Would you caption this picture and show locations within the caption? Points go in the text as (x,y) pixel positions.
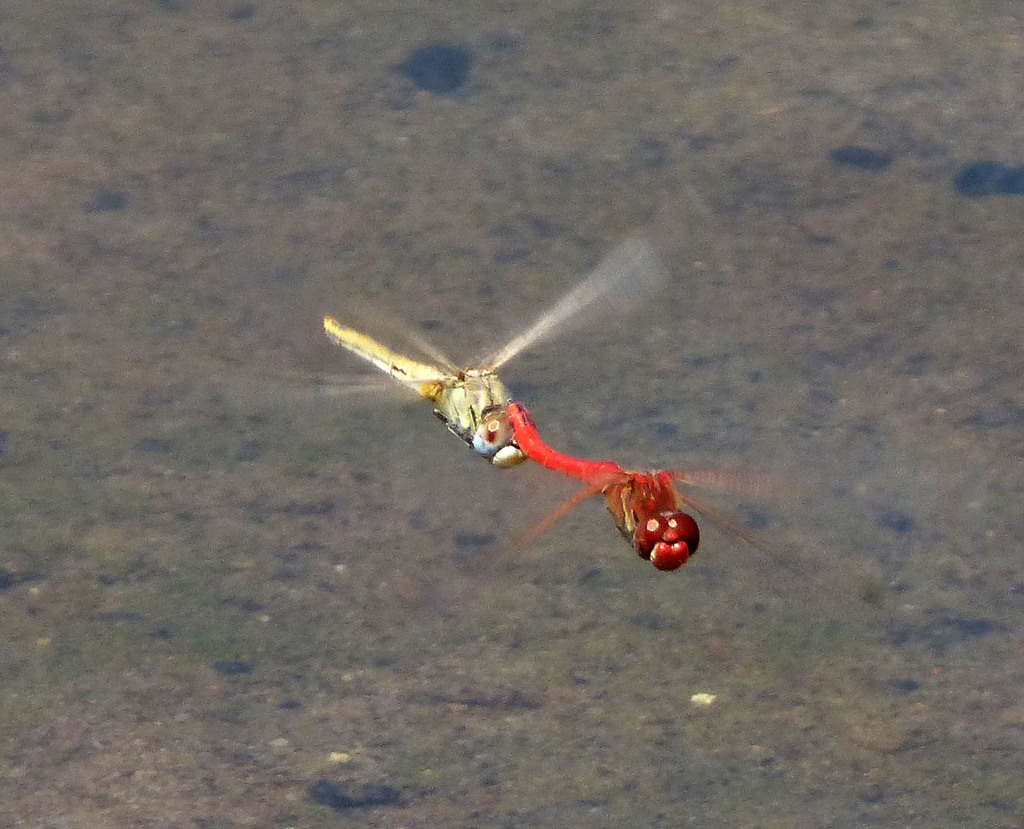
In this image, we can see some dragonflies (369,347). We can also see the background (189,229).
